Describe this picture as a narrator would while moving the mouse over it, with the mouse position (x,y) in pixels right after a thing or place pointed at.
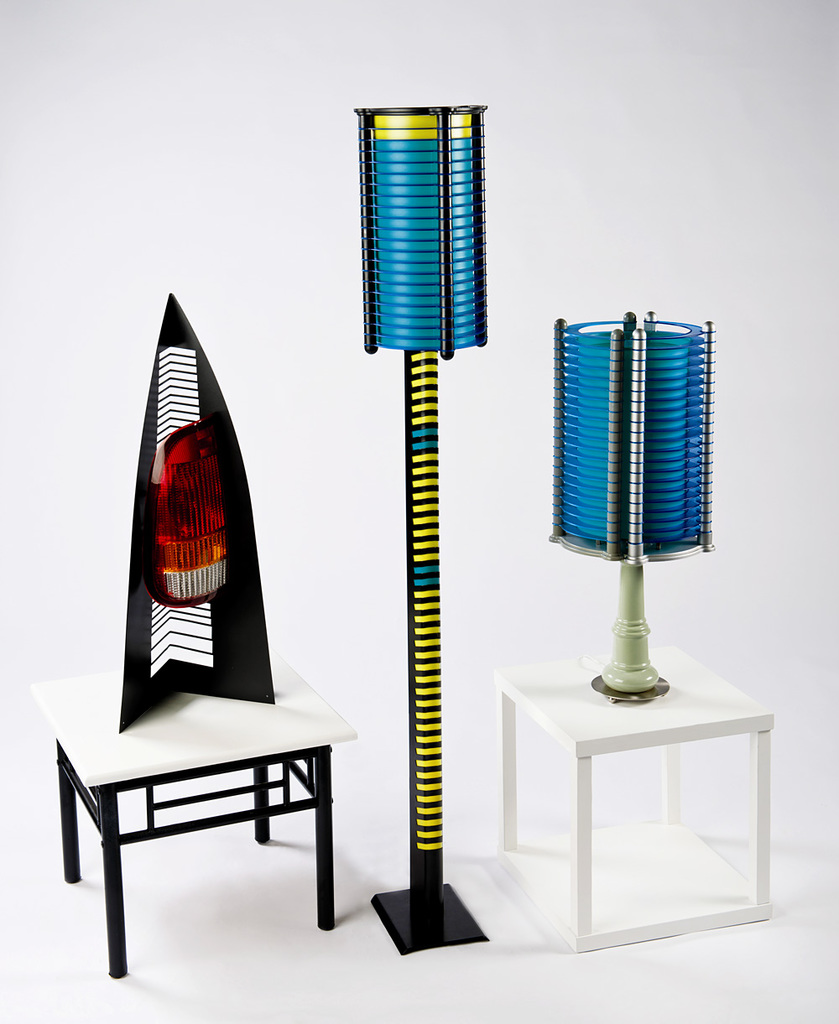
In this image on the right side (723,726) and left side (230,726) there are stools (299,738), on the stools (216,734) there are some objects (634,446). And in the center (435,509) there is one pole (435,866), and the background (218,325) is white in color.
